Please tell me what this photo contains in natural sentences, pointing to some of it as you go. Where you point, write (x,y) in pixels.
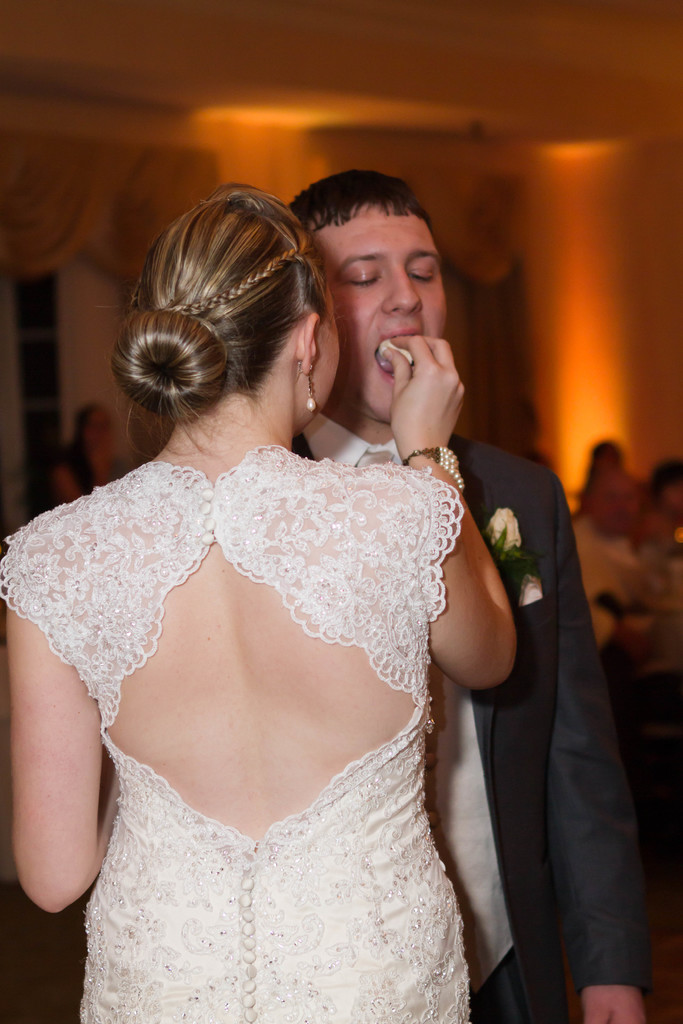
In this image, we can see a woman (249,580) is holding a food (399,353). She is feeding to a man (543,645). Background (637,598) we can see blur view. Here there are few people (642,607), wall (673,308) and curtains (509,243).
